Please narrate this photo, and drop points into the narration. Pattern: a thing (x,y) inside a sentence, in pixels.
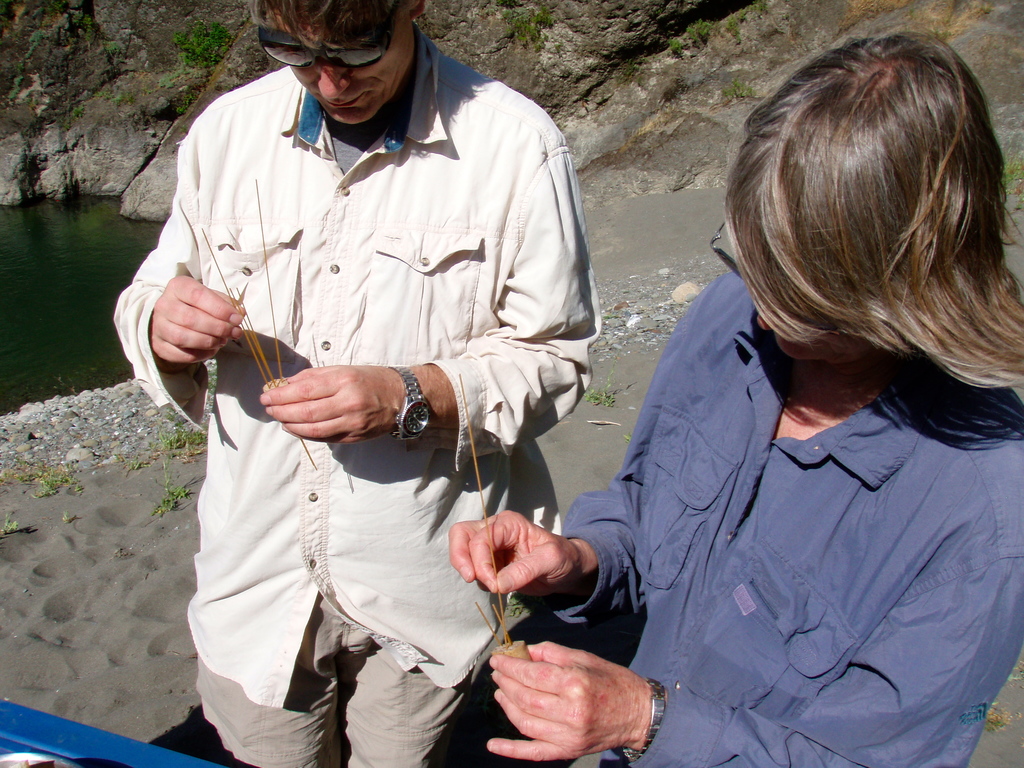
In this picture we can see two persons (552,363) are standing and holding sticks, on the left side (54,273) there is water (79,256), in the background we can see some plants (43,37), we can also see some stones (65,409) in the middle (646,307).
